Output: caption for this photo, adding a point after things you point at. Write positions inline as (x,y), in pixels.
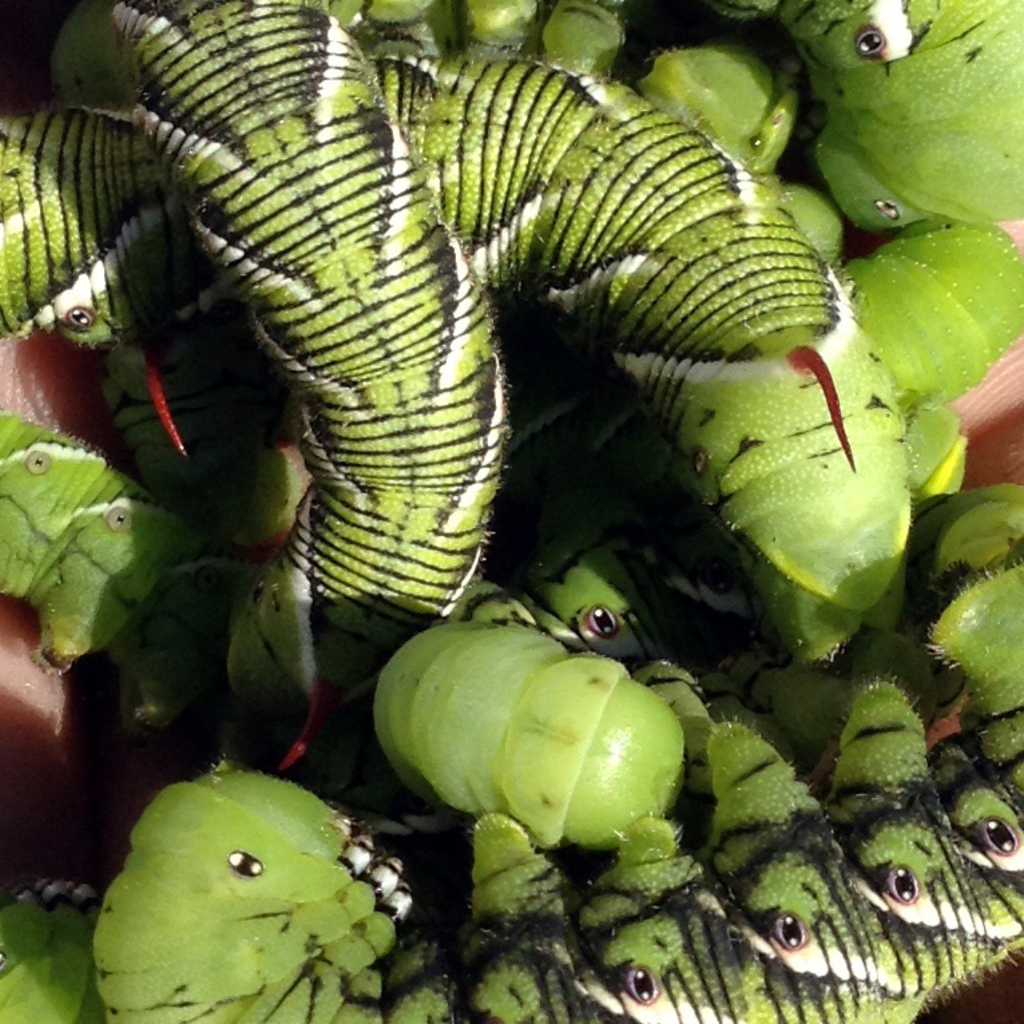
In this image, we can see some caterpillars (635,291).
